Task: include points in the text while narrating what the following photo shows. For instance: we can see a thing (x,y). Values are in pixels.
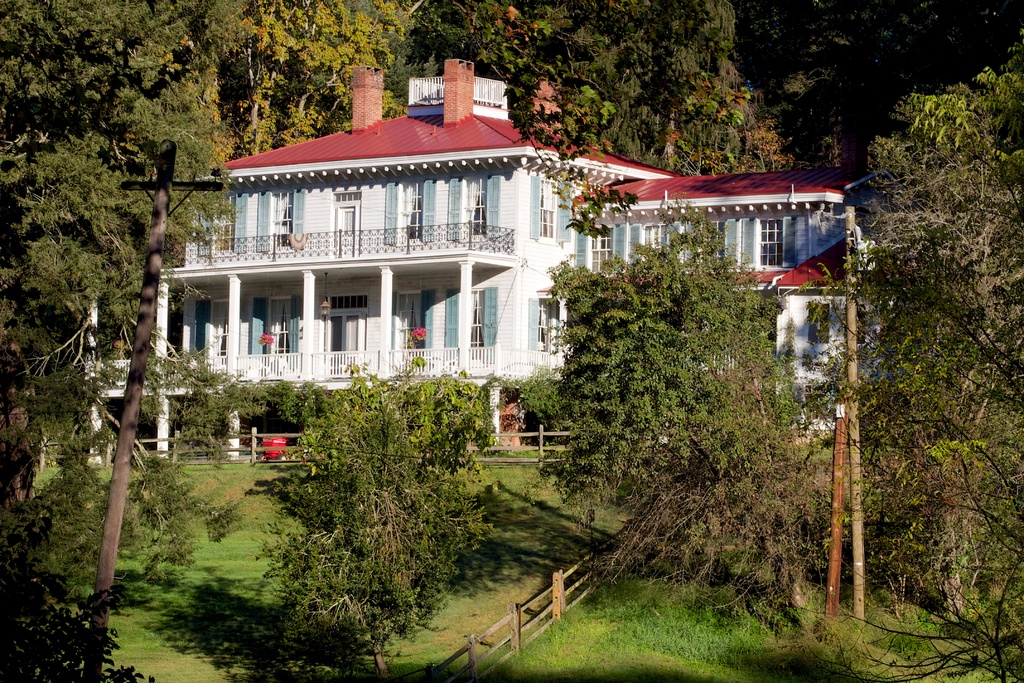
This picture shows a building (213,269) and we see few trees (985,39) and grass (260,580) on the ground (191,601) and we see couple of electrical poles (847,212).
